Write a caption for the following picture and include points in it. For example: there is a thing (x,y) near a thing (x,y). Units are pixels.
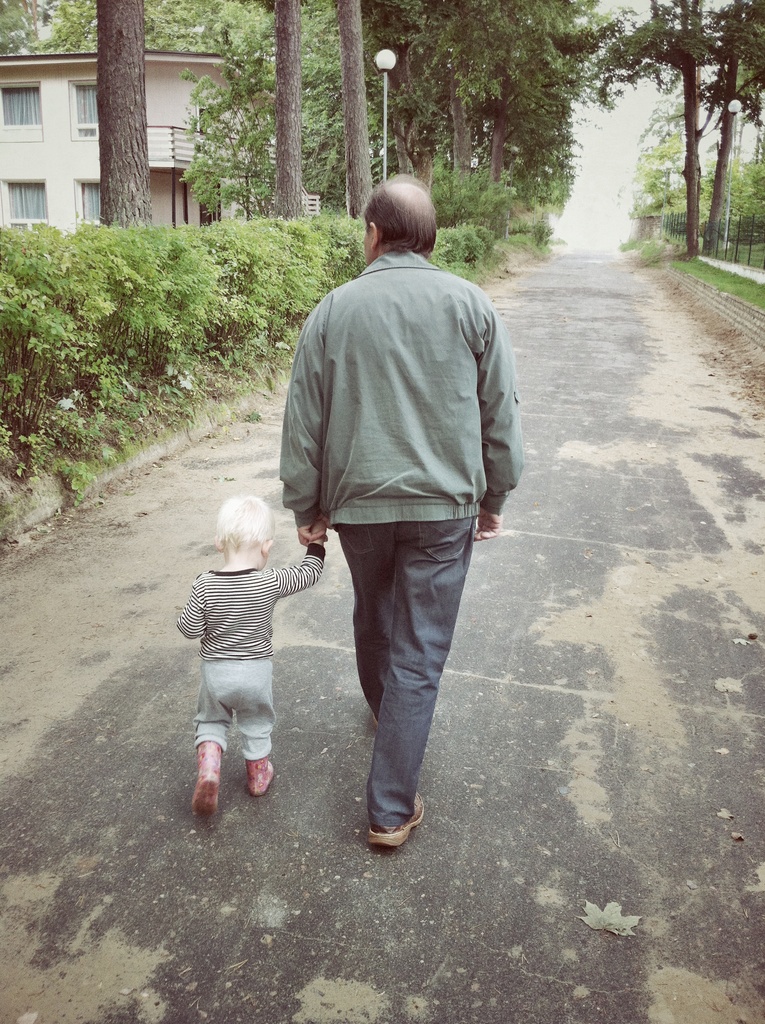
In this image there is a man (418,648) walking along with boy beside him there are plants (23,395), trees (242,174) and building (68,161).
